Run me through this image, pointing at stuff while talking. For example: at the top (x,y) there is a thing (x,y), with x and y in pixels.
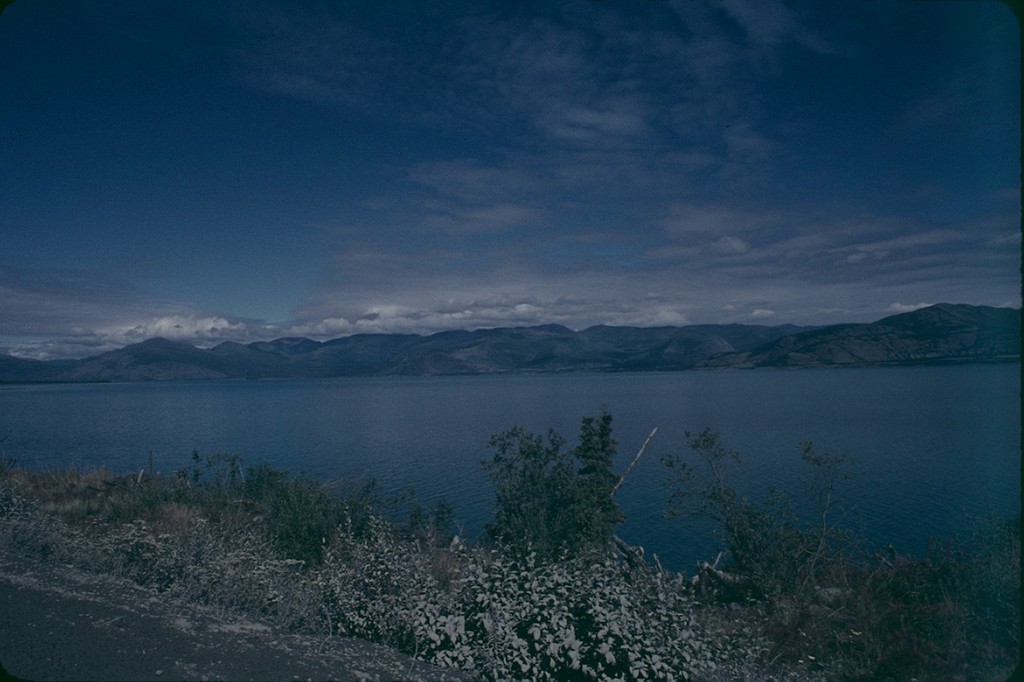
This is the beautiful picture of a location. In this picture there is water (424,452) and these are the plants (790,637). And on the background (803,330) there is a mountain (418,350). This is the sky (558,249) with heavy clouds (688,294).
